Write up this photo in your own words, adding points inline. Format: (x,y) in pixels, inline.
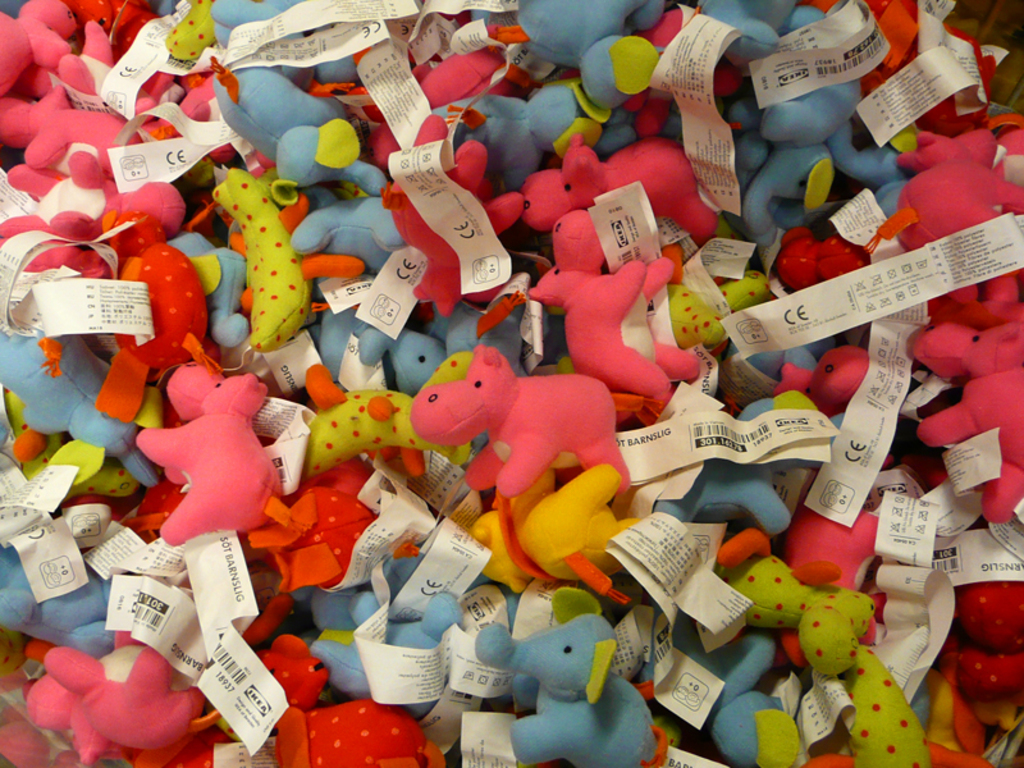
In this image I can see number of soft toys (449,346) and I can also see white colour tags (927,77) are attached with these soft toys (114,491). I can see colour of these soft toys (767,143) are pink, blue, yellow and green. I can also see something is written on these tags (798,39).
